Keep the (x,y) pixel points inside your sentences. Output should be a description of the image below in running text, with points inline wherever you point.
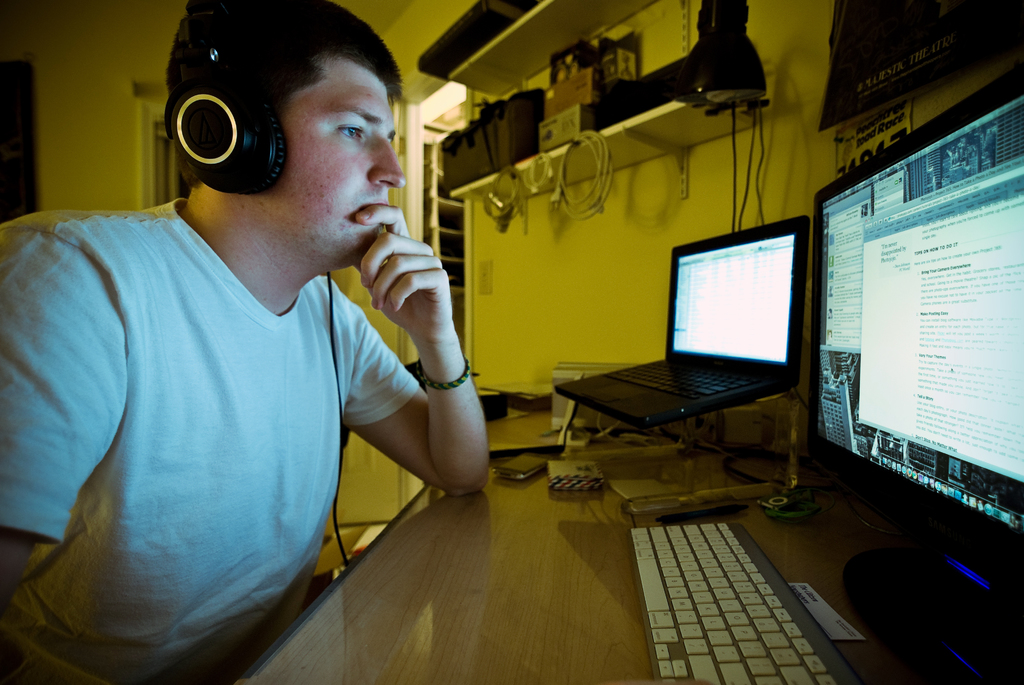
In the image we can see a man (151,448) wearing clothes (133,443) and headsets (212,135). This is a cable wire (341,414), hand band (436,390), desk (623,592), keyboard (727,595), laptop (733,332), system (879,355), screen (924,250), device (509,464), wall (564,306), shelf (632,155), light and a door (381,474).
